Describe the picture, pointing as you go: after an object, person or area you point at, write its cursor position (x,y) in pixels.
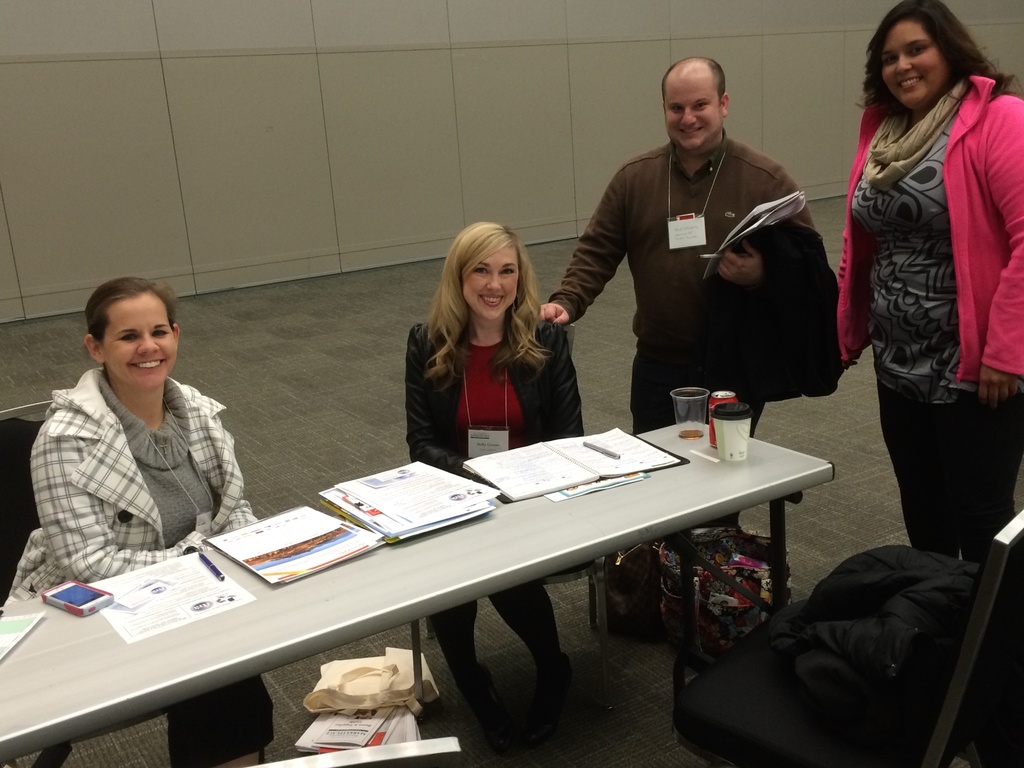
In this image i can see three women (568,374) and a man (737,174), two women (484,349) are sitting and a man (717,193) is standing wearing a badge (673,223), there are few books (565,475), glasses (741,433) on a table (681,516) at the back ground (555,211) i can see a wall (520,122).
